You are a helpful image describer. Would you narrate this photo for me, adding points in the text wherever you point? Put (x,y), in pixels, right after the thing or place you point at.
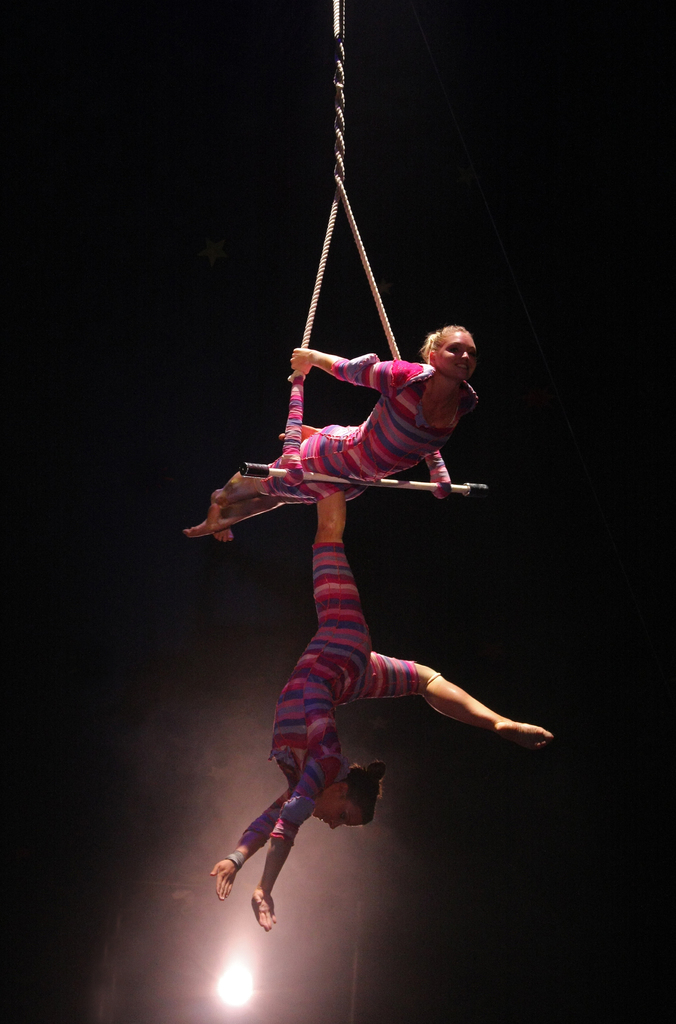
In this picture I can see a woman (337,497) hanging to the bar (372,484) and I can see another woman (356,365) balancing on the same bar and I see that she is holding the ropes (318,282) and I see that it is dark in the background (49,692). On the bottom side of this picture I can see a light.
